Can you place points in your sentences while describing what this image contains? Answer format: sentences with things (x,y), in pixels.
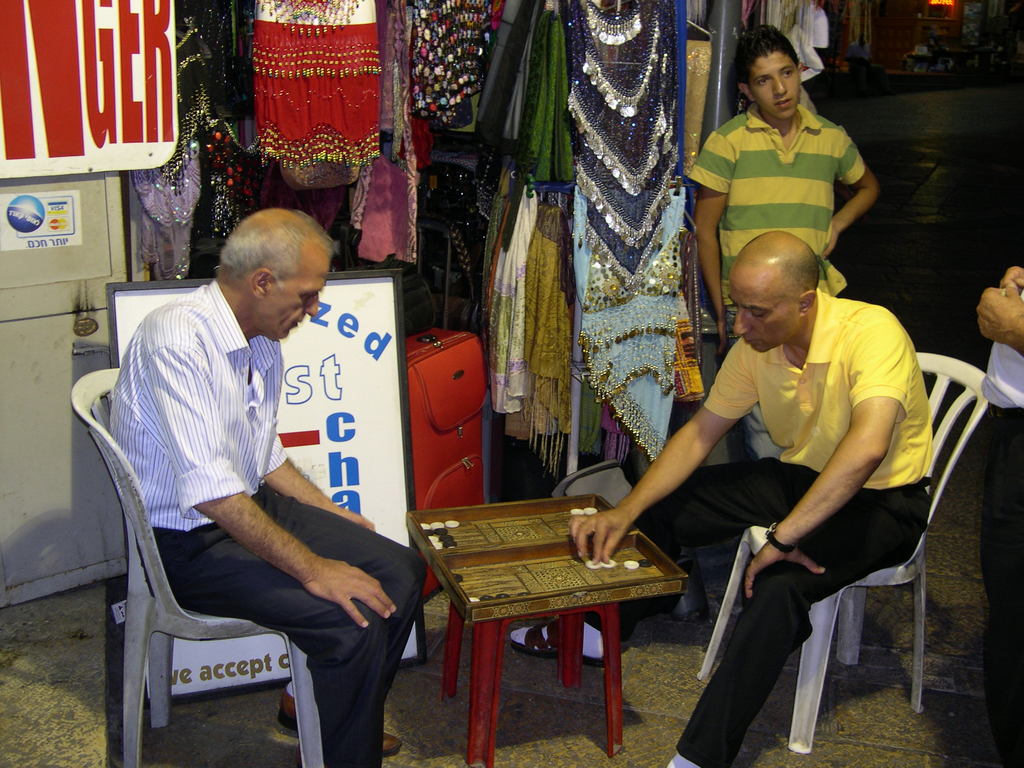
In this image we can see two men (855,473) are sitting on the chair (964,369) and playing a board game (526,578) which is on the table (489,690). In the background (453,44), we can see garments (589,50), banner (62,111), cupboard (112,176), bag (465,374) and a boy (806,147). On the right side of the image (881,633), we can see a person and pavement (888,616). It seems like a shop (940,48) in the right top of the image (911,45).
